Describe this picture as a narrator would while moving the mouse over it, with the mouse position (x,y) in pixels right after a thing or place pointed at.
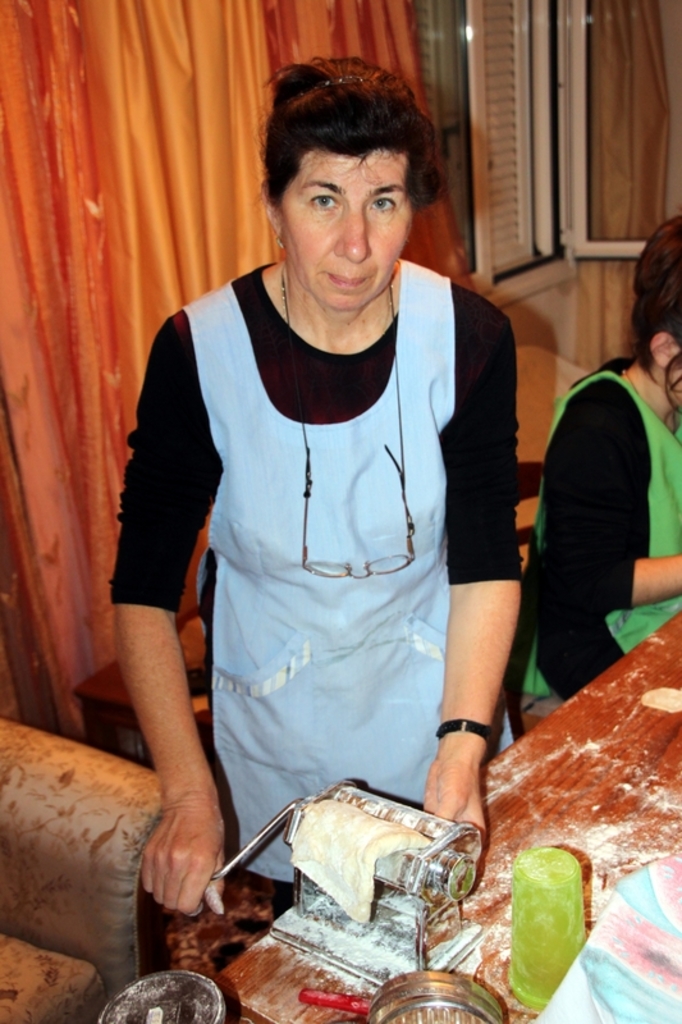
This is the woman (366,618) standing. I can see a table (626,744) with a small machine (445,898), glass (512,969) and few other objects (493,999) on it. On the right side of the image (572,527), I can see another person (619,530) sitting. I think this is a curtain (170,240) hanging, which is orange in color. In the background (522,188), I think this is a window (504,163) with the doors (515,244). On the left side of the image (37,841), I think this is a couch (39,872).
